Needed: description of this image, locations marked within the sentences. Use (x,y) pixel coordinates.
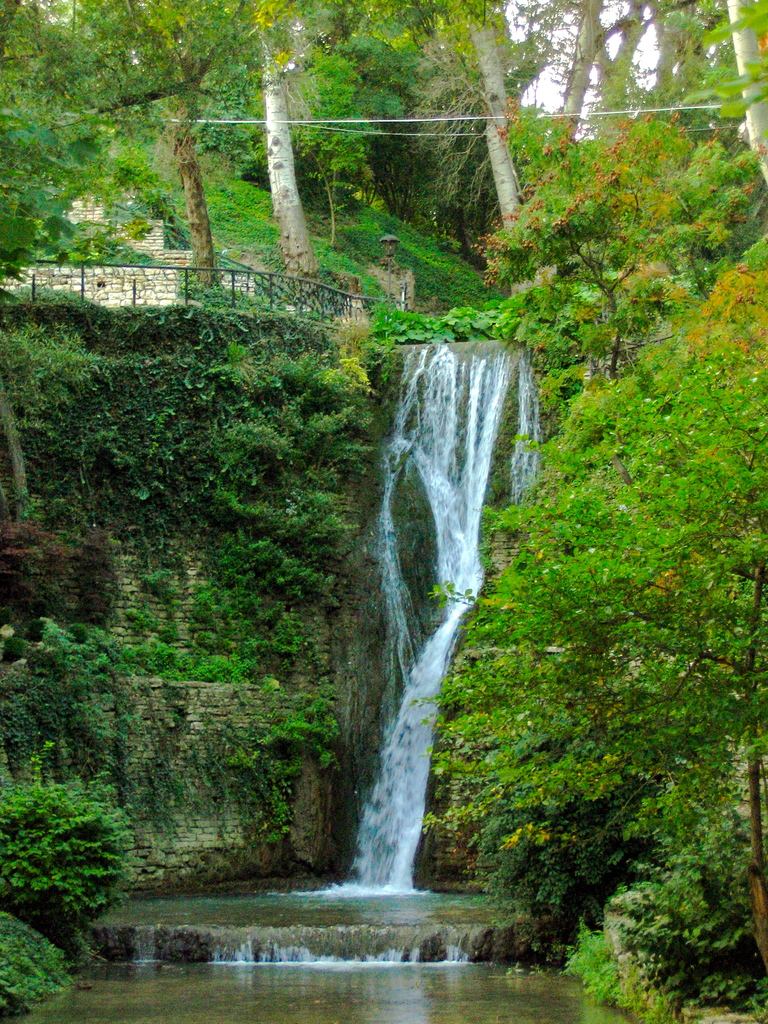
In this image we can see the waterfall (398,811). And we can see the plants (340,410) and trees (296,225). And we can see the metal railing (269,289). And we can see the sky (537,93).
